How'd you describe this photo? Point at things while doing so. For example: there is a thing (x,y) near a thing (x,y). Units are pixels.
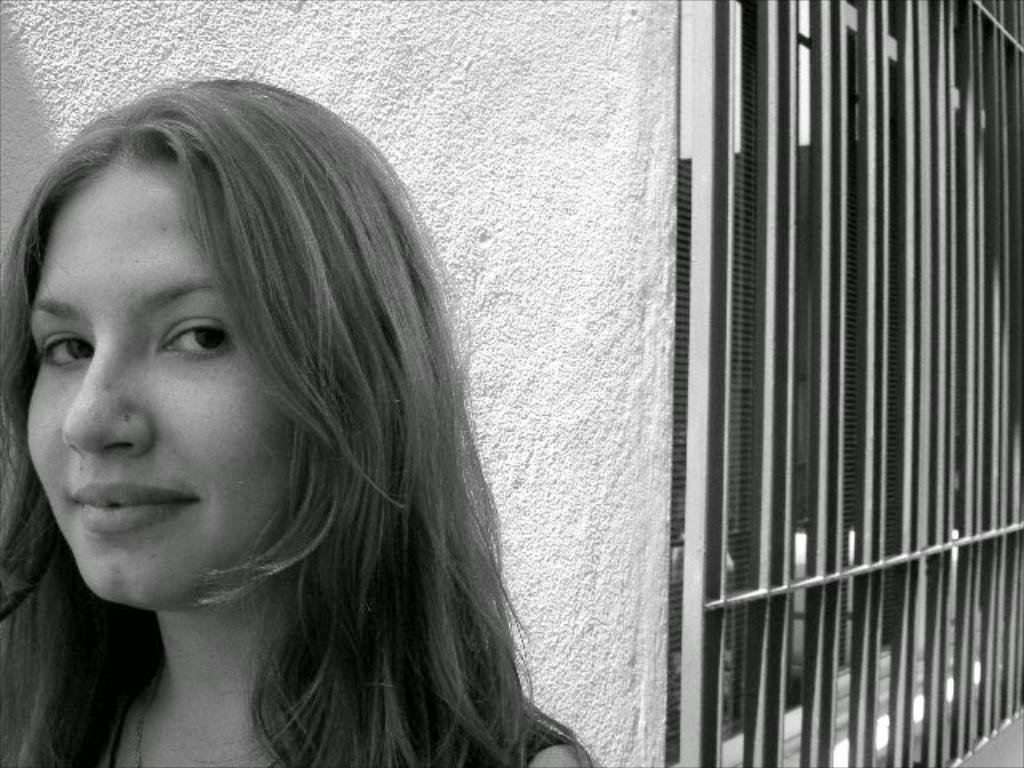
In this image I can see a woman (153,647) and a wall (554,314) in the background (545,373).
